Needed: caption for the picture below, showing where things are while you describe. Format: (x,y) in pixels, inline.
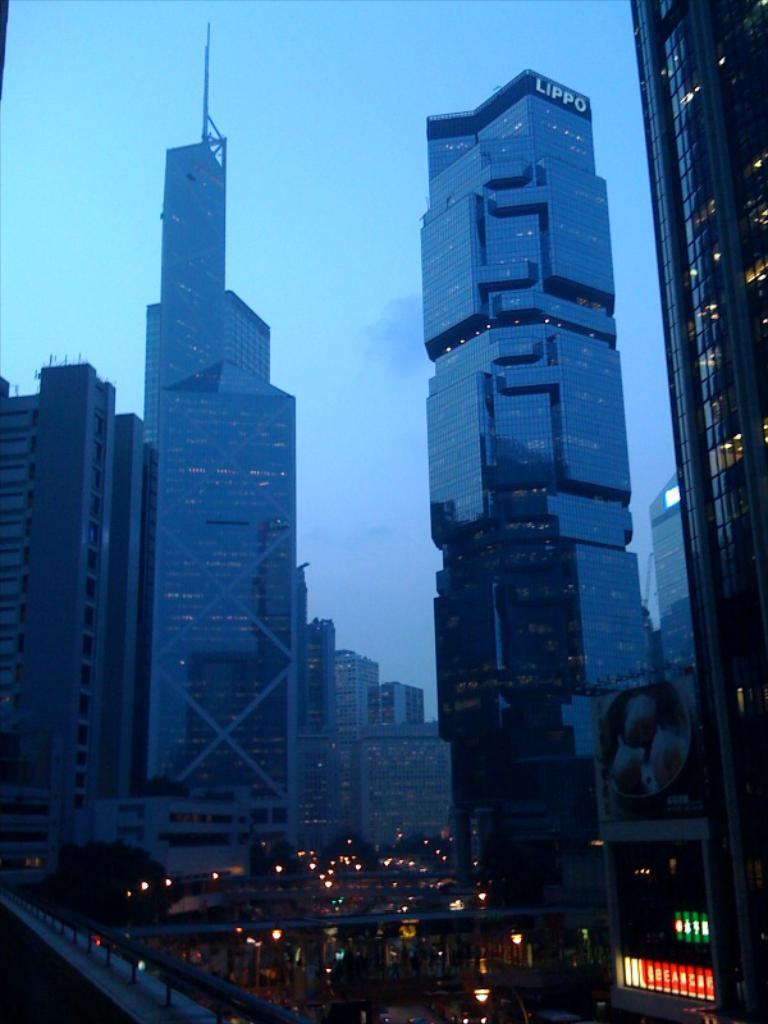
In this image, we can see buildings (361,749) and at the bottom (679,972), there are lights (408,933), boards (669,975) and we can see a bridge (128,937).
